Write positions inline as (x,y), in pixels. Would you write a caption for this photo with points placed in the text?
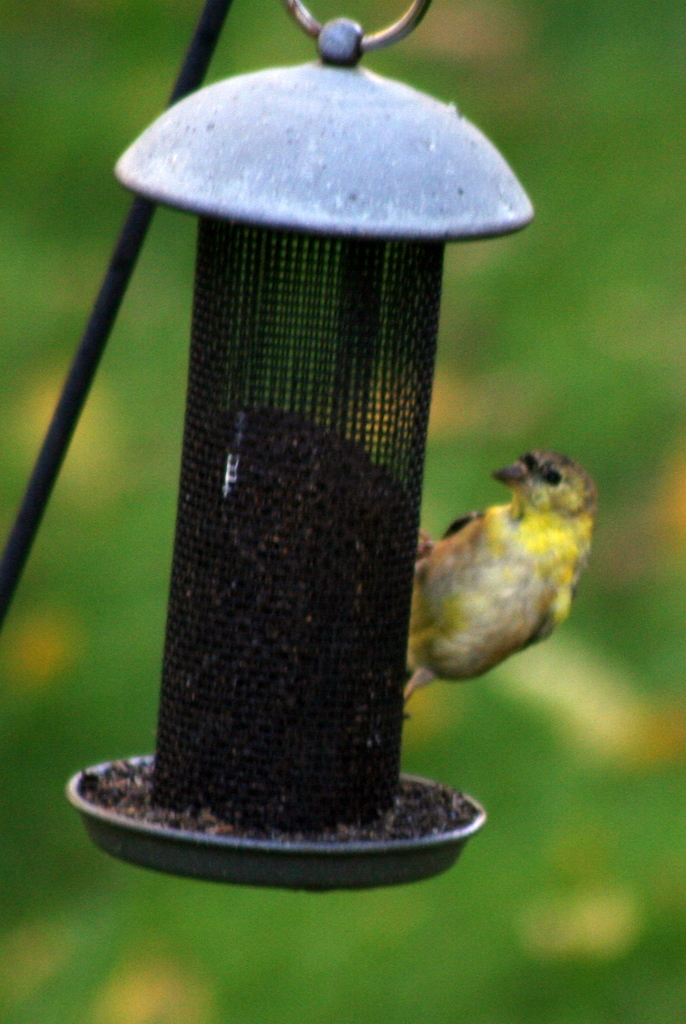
In this picture we can see an object (281,622), rod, bird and in the background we can see trees (432,728) it is blurry.
